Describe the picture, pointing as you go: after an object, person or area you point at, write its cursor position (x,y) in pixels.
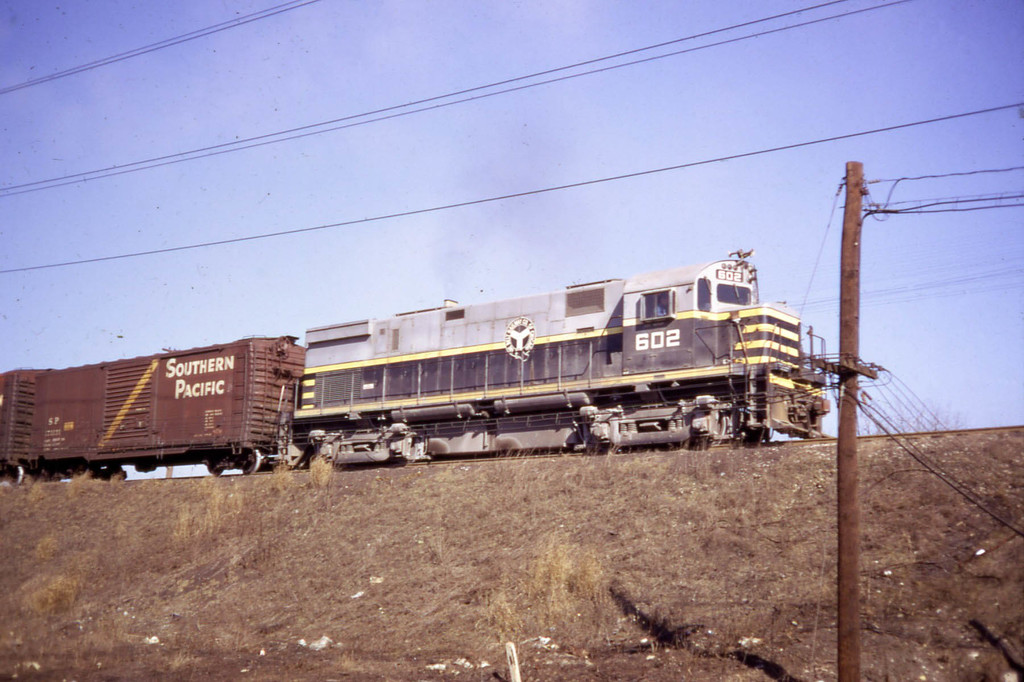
In this picture I can see the grass (309,590) in front (113,576) and on the right side of this picture (857,383) I can see a pole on which there are many wires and in the middle of this picture (539,330) I can see a train (365,345), on which there are words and numbers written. On the top of this picture (317,166) I can see the sky (614,103) and few more wires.
